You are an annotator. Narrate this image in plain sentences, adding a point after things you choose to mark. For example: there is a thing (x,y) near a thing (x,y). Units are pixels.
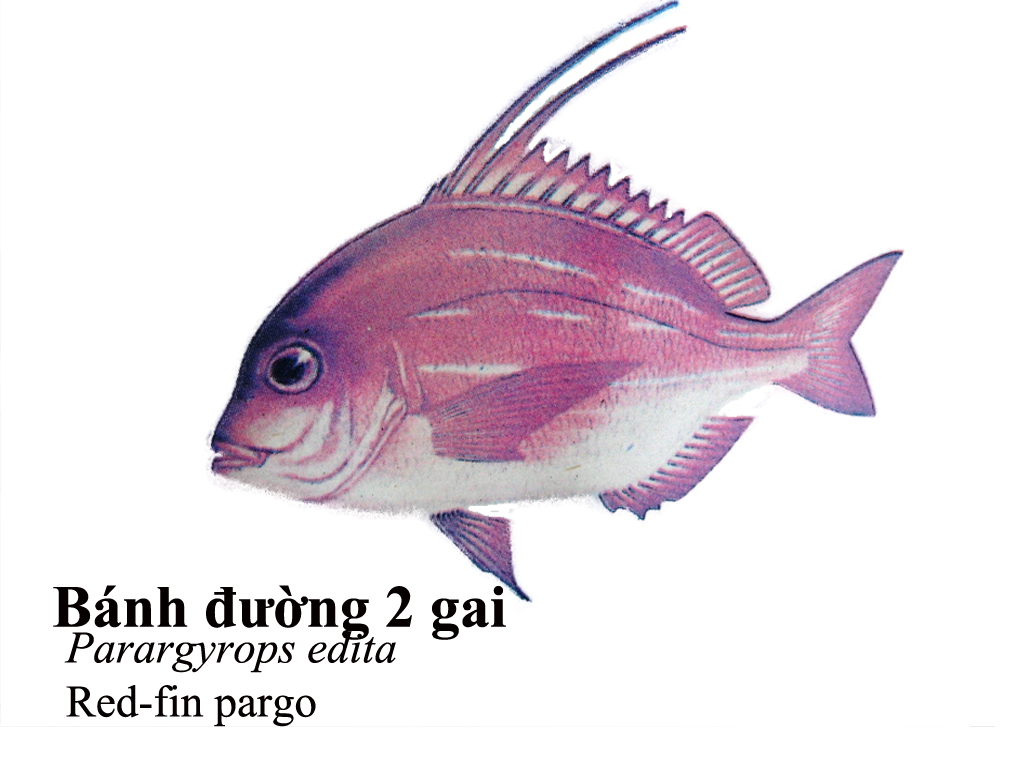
In this picture I can see a diagram (444,461) of a fish (268,472), there are words (389,660) and a number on the image.
